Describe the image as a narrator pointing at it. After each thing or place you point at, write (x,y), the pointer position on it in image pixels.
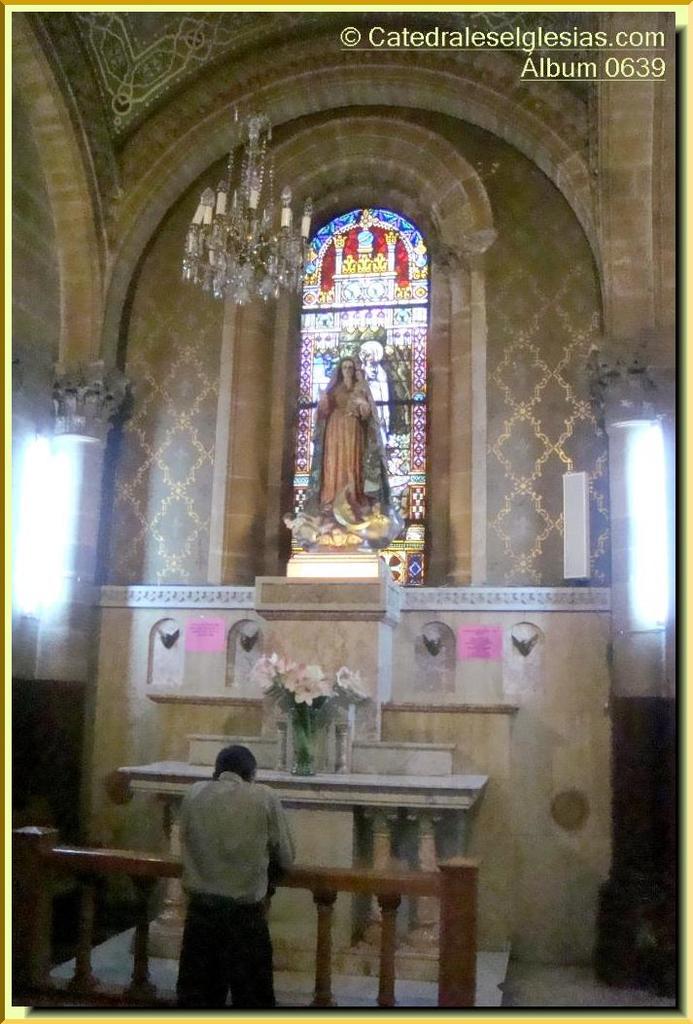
In the picture I can see a man (248,895) is standing in front of a fence (326,890). This is an inside view of a church (289,385). Here I can see a chandelier (283,259), flowers (303,670) and some other objects (420,395). On the top right corner of the image (555,31) I can see watermarks (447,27).
